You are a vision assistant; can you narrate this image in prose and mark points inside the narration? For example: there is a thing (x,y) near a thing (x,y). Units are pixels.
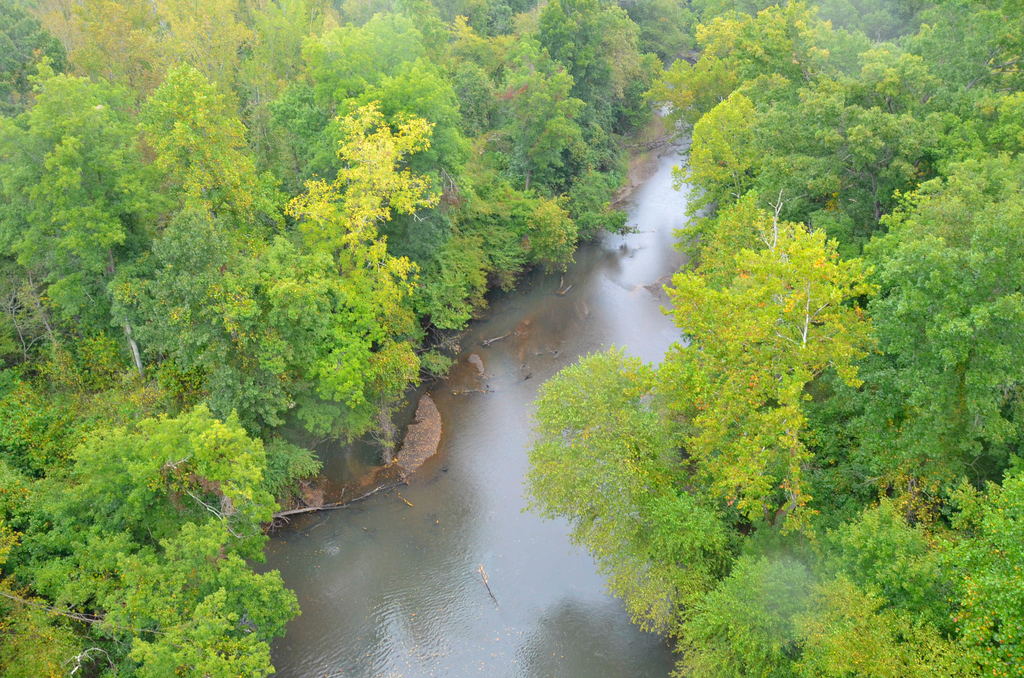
In this picture we can see water (492,489) and trees (555,102).
